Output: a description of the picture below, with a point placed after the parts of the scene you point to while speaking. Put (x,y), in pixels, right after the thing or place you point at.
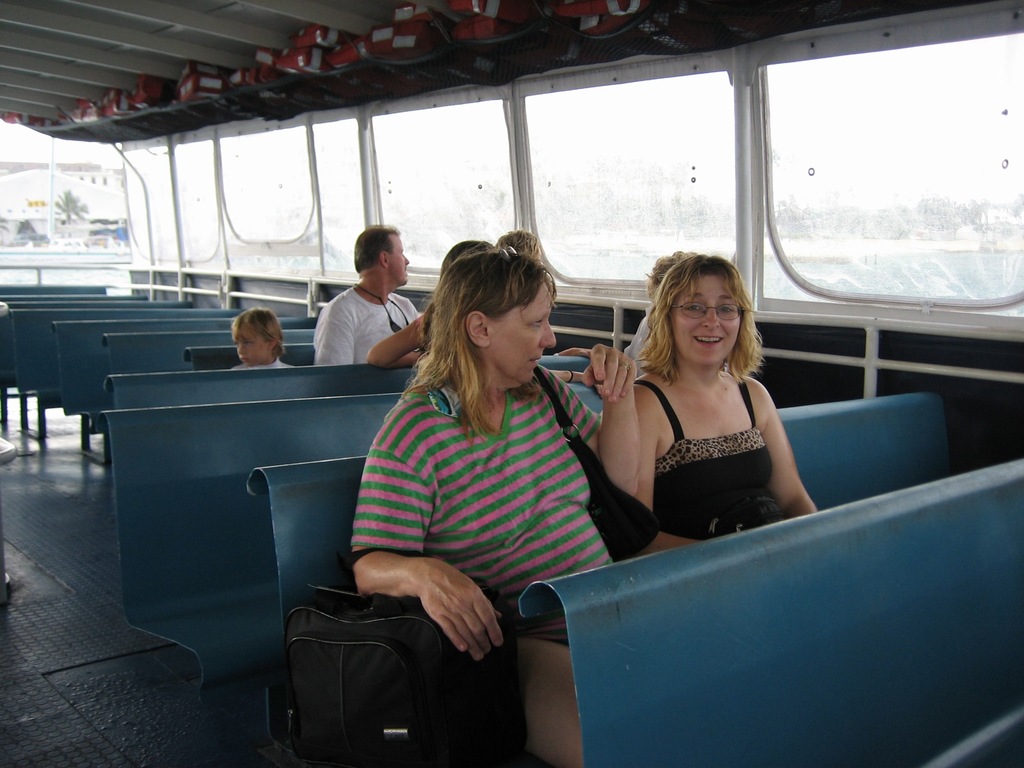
This image is taken in a boat (296,165). At the bottom of the image (177,730) there is a platform (77,628). In the middle of the image (622,393) a few people (435,371) are sitting on the seats (668,559). In the background (347,232) there are a few windows (452,219). At the top of the image (240,41) there is a roof (340,18). On the left side of the image (63,203) there is a window (63,245) and through the window (69,222) we can see there is a building (29,185) and there is a tree (75,203).
